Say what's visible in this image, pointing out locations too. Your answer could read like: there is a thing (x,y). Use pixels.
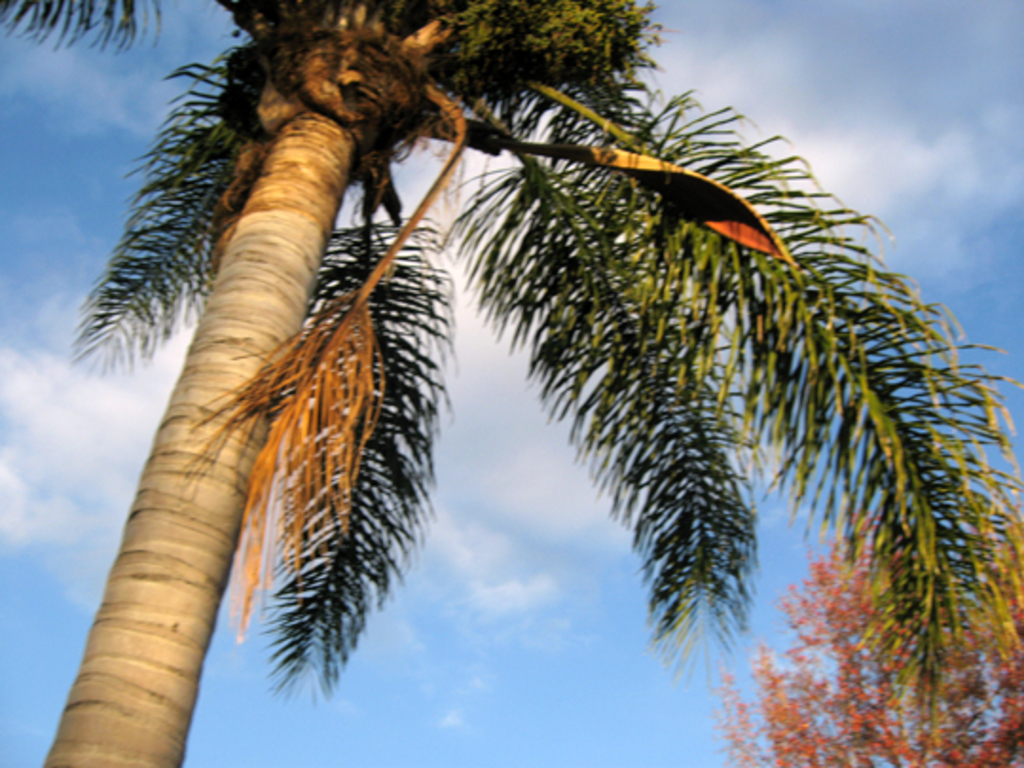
In this image I can see few trees (838,766), clouds (492,413) and the sky (706,22).
